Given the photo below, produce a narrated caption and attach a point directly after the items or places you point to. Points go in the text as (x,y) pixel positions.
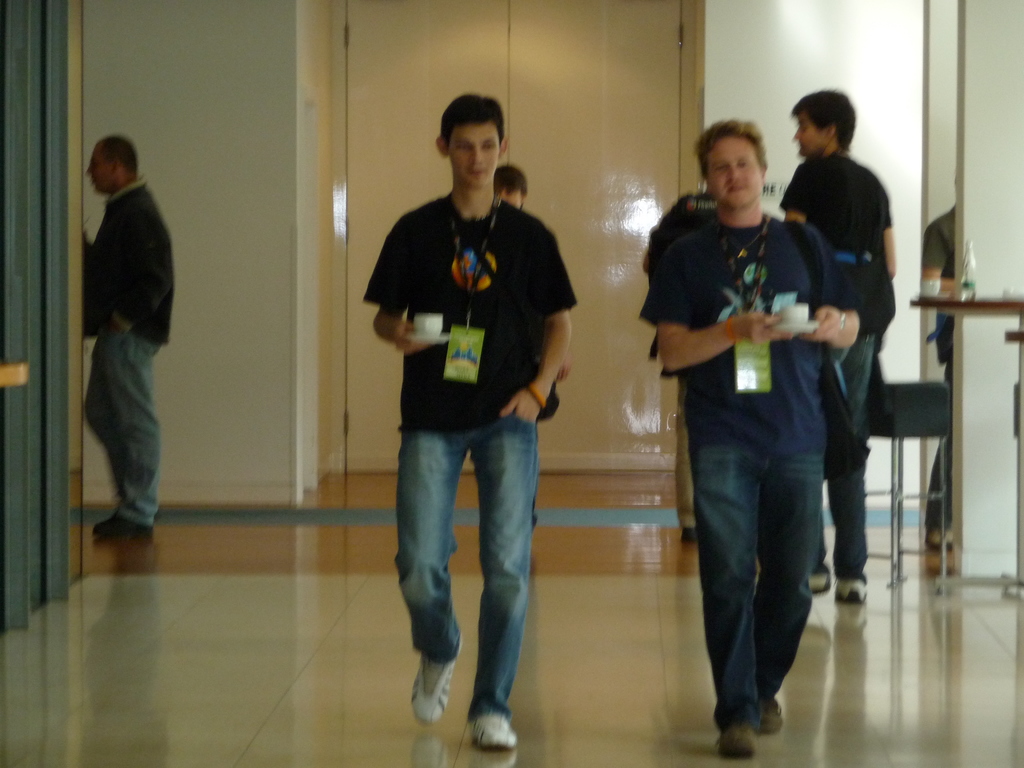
In this image we can see some persons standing and in the foreground of the image (498,418) there are two persons (785,404) holding coffee glasses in their hands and walking and in the background of the image (373,2) there is wall (789,38) and door (581,62).
